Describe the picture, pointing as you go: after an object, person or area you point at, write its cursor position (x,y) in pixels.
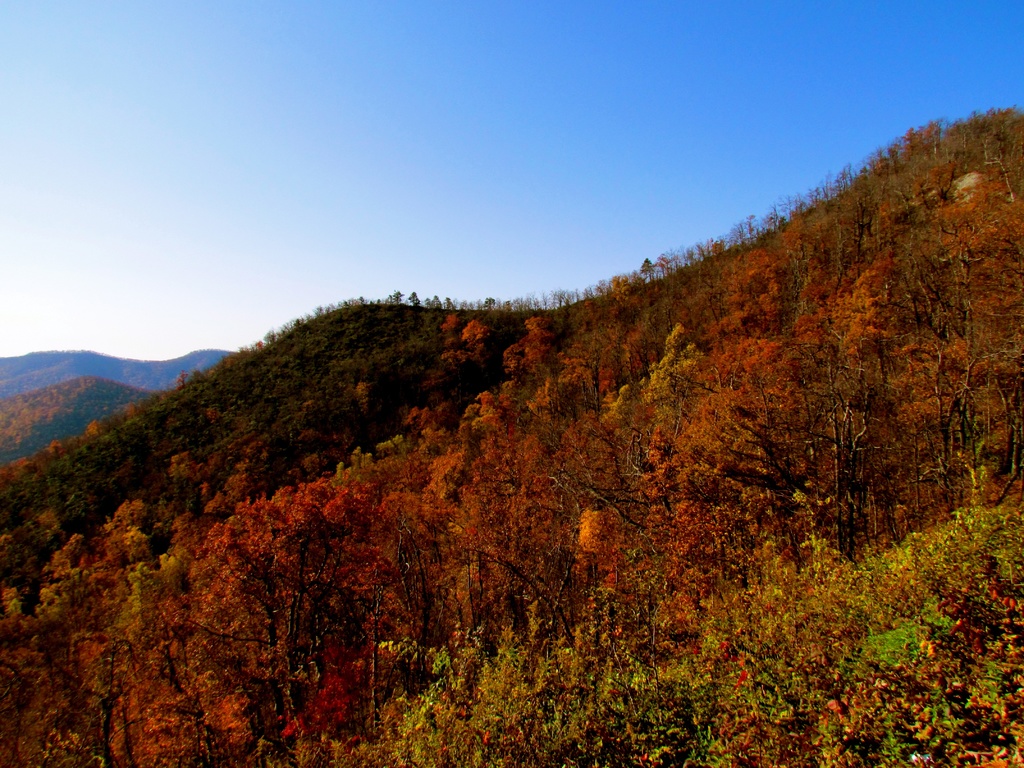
In the foreground of this image (608,610), there are trees (338,489) on the cliffs (184,422). In the background (169,378), there are mountains (91,376) and the sky (354,122).
